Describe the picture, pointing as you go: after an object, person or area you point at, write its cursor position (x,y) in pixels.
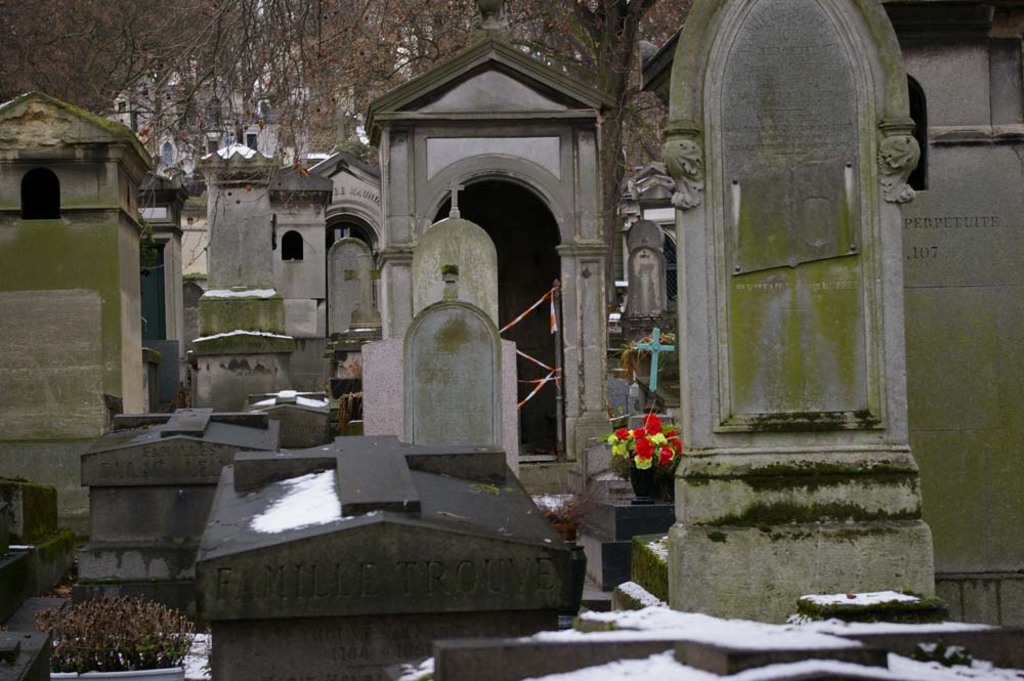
In the center of the image (545,310) we can see graveyards (544,343), plants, one cross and flowers (619,432), which are in red and yellow color. In the background (68,46) we can see trees (618,40), graveyards (540,114) and a few other objects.
